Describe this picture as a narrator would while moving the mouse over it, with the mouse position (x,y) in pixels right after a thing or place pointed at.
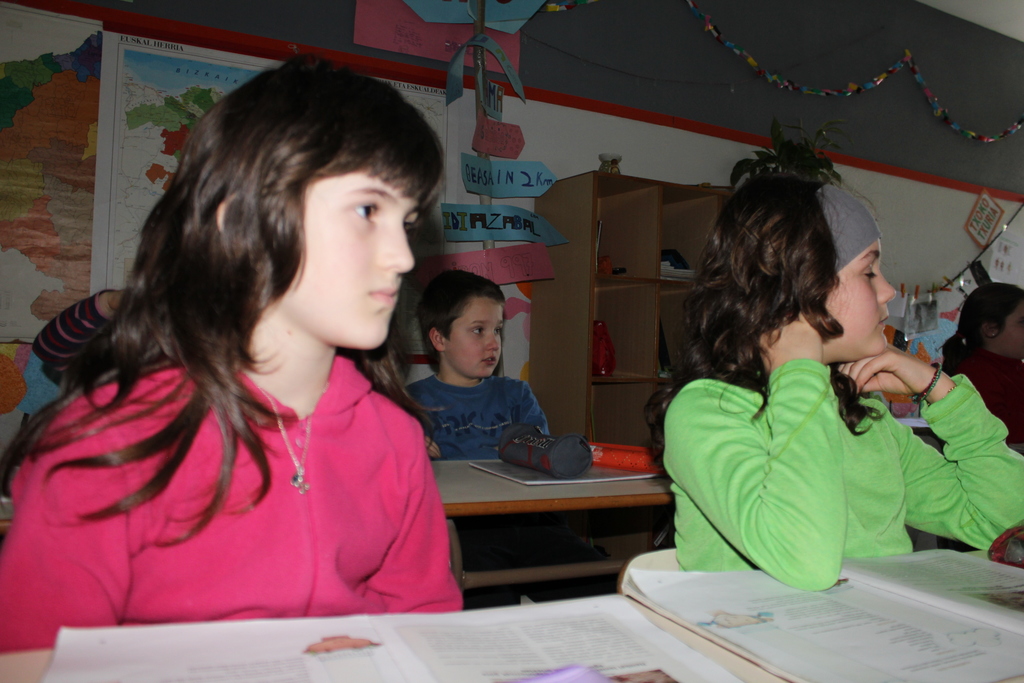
In the image we can see there are people (382,594) who are sitting on chair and on table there are books (755,628) and on the wall (520,42) there is poster (108,156) of a map (169,94) and there are decorations (742,55) which are done on the wall (661,67) on the back (978,132).
